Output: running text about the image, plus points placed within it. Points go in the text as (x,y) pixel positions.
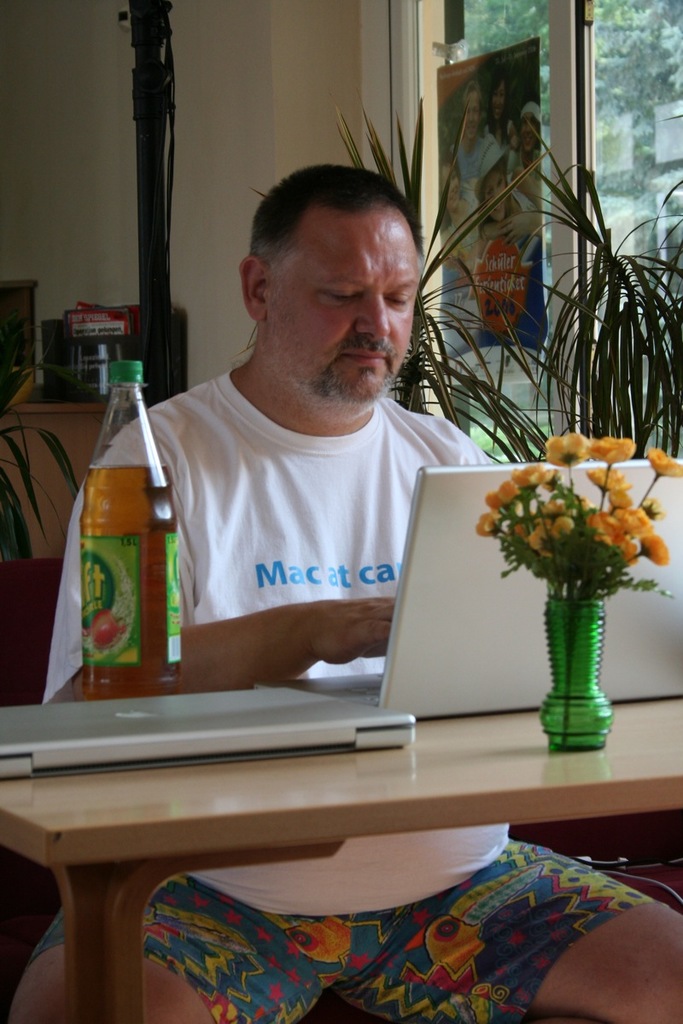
This image is clicked inside a room (351,660). There are plants (656,376) on the right side (586,368). There is a table (384,785) in the middle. On that there are bottle (140,628), laptop (100,759). There is a person (230,907) in that table (3,794).
